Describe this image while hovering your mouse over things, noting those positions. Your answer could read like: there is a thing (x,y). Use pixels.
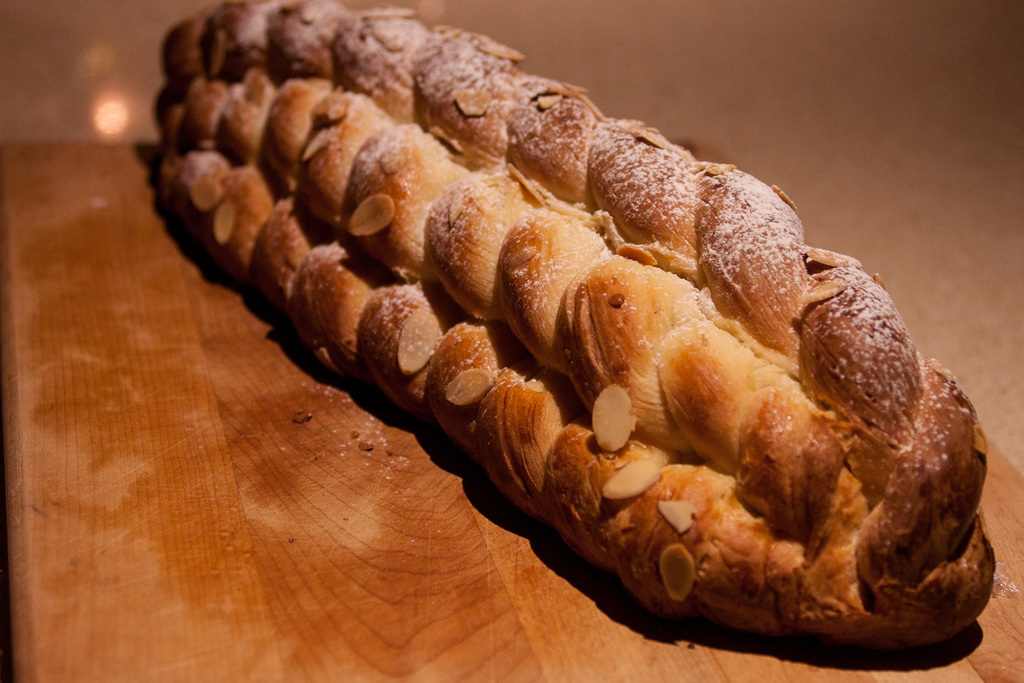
In this picture we can see food item (611,430) on a wooden platform (426,527).
